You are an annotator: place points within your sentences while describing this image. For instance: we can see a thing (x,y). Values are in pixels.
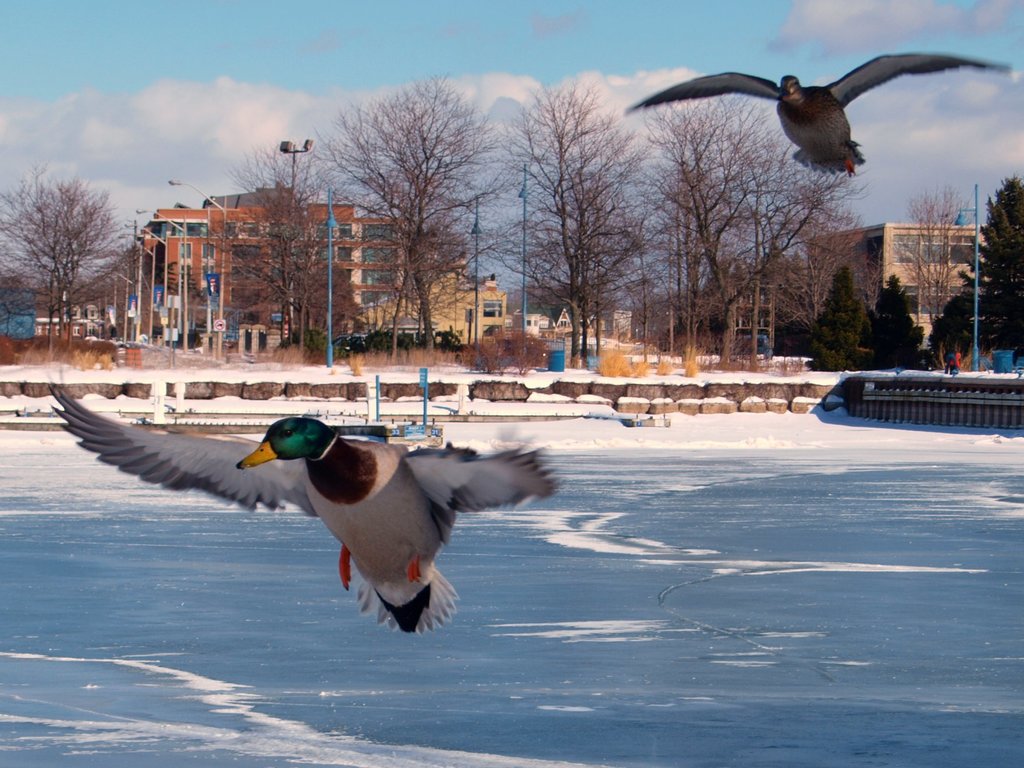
Here we can see two birds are flying in the air (938,149). This is water (481,716). Here we can see poles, boards (130,294), trees (341,304), and buildings (923,311). This is snow (583,413). In the background (331,9) there is sky (362,22) with clouds (892,147).
